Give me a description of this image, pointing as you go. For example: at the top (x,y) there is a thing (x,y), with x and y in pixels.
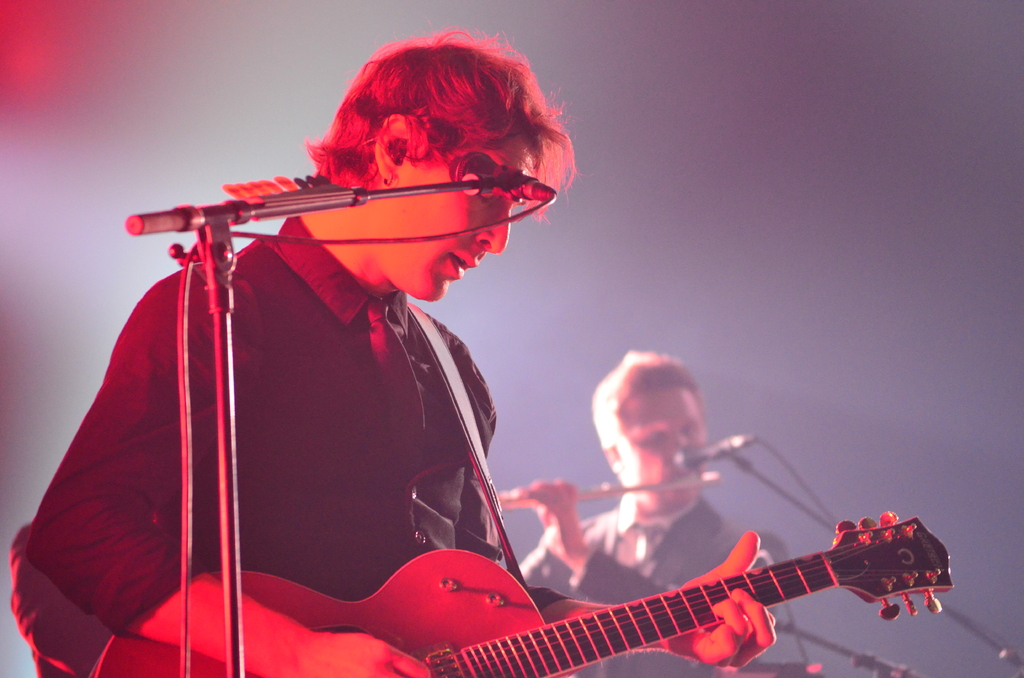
Man (419,278) playing musical instruments (476,560) this is microphone (481,174).
